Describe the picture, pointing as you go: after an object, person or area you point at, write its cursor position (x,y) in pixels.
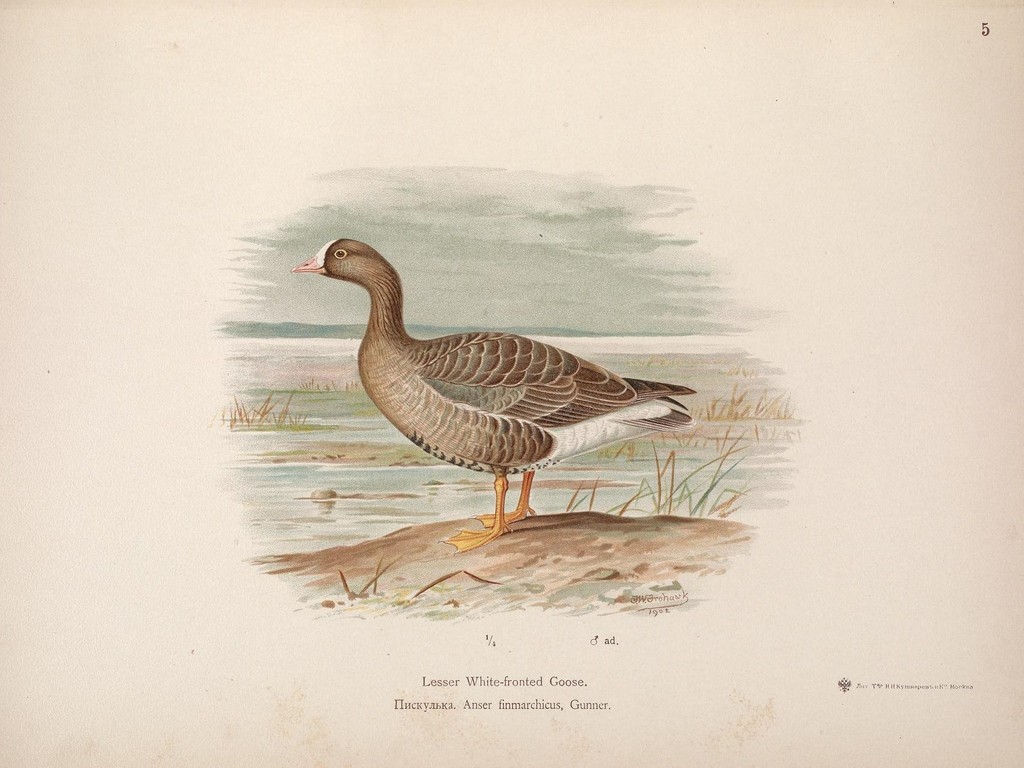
In this image I can see the bird (443,376) and the bird (573,406) is in brown, cream and white color. Background (260,410) I can see the grass (699,473) and I can see something is written on the image.
